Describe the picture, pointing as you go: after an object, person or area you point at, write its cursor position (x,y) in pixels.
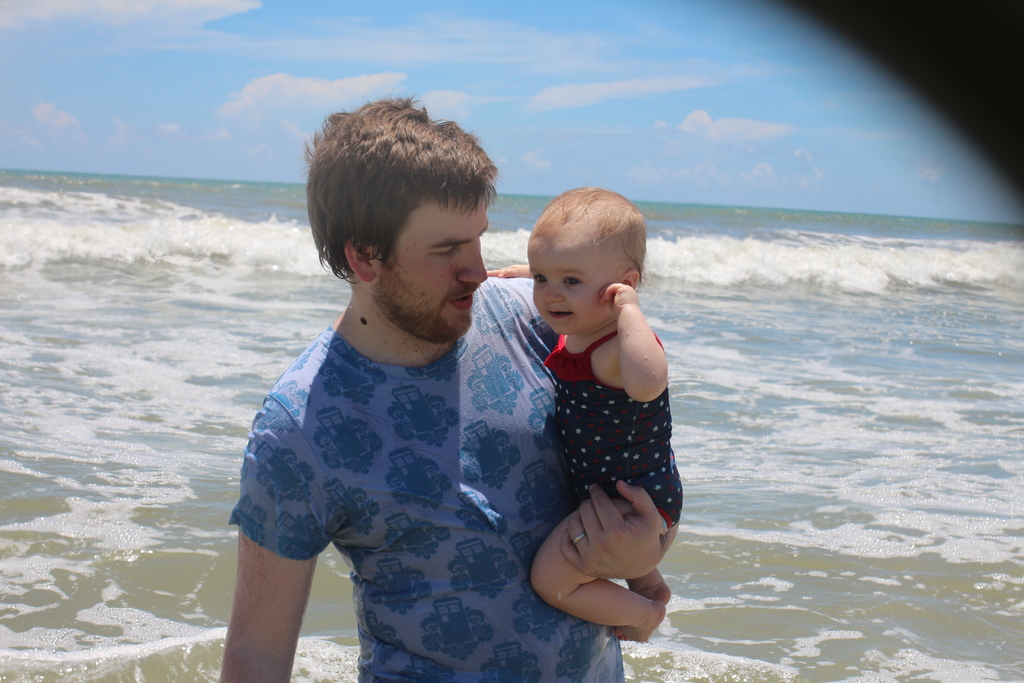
In the middle of the image (531,413), there is a person (402,300) in a T-shirt (367,407), holding a baby (681,509) with one hand (611,550). In the background (697,382), there are tides (697,382) of the ocean (240,193) and there are clouds (434,41) in the blue sky (216,65).
